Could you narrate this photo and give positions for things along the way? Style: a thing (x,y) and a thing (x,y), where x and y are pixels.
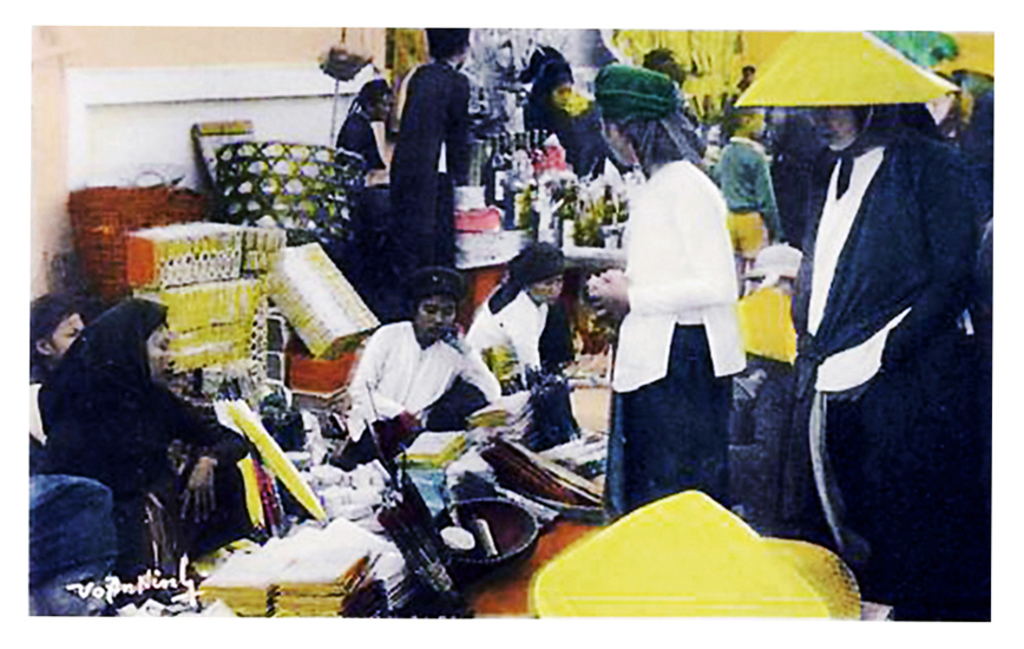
This picture describes about group of people (454,381), few are sitting and few are standing, in front of them we can see boxes (336,385), bottles (514,180), basket (487,513) and other things (453,503), in the bottom left hand corner (143,581) we can see some text (168,582).
